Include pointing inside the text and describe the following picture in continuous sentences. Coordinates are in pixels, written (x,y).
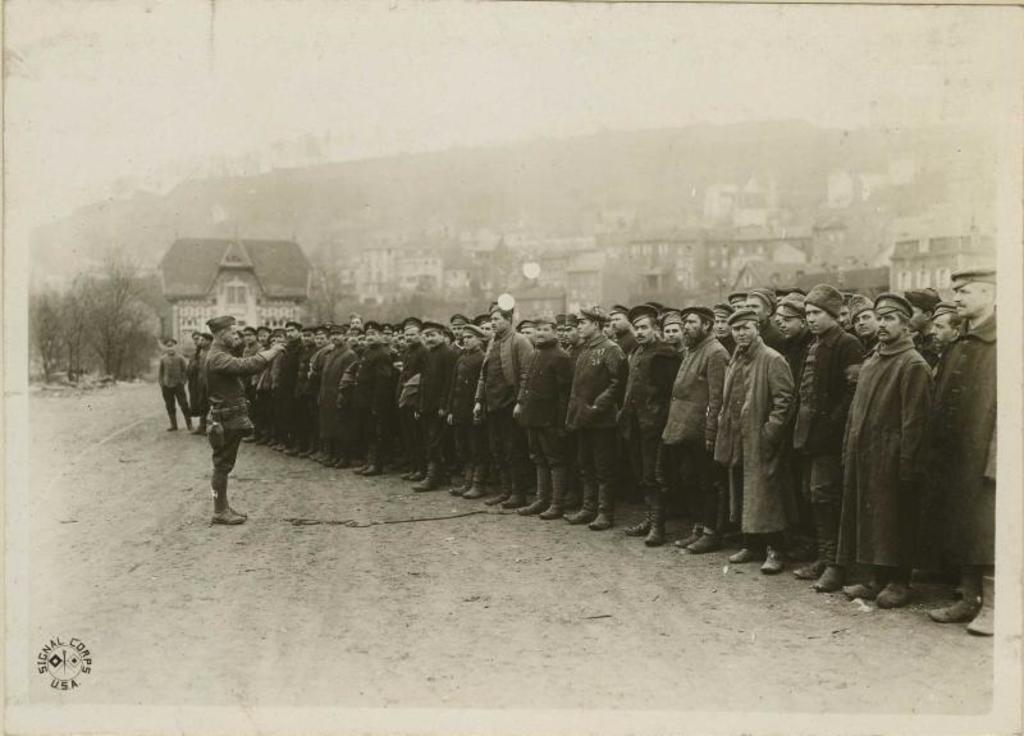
In this image there are group of persons (664,371) standing in the center (387,409). In the background (142,320) there are trees (112,323), there are buildings (436,282) and there are mountains (605,150).
